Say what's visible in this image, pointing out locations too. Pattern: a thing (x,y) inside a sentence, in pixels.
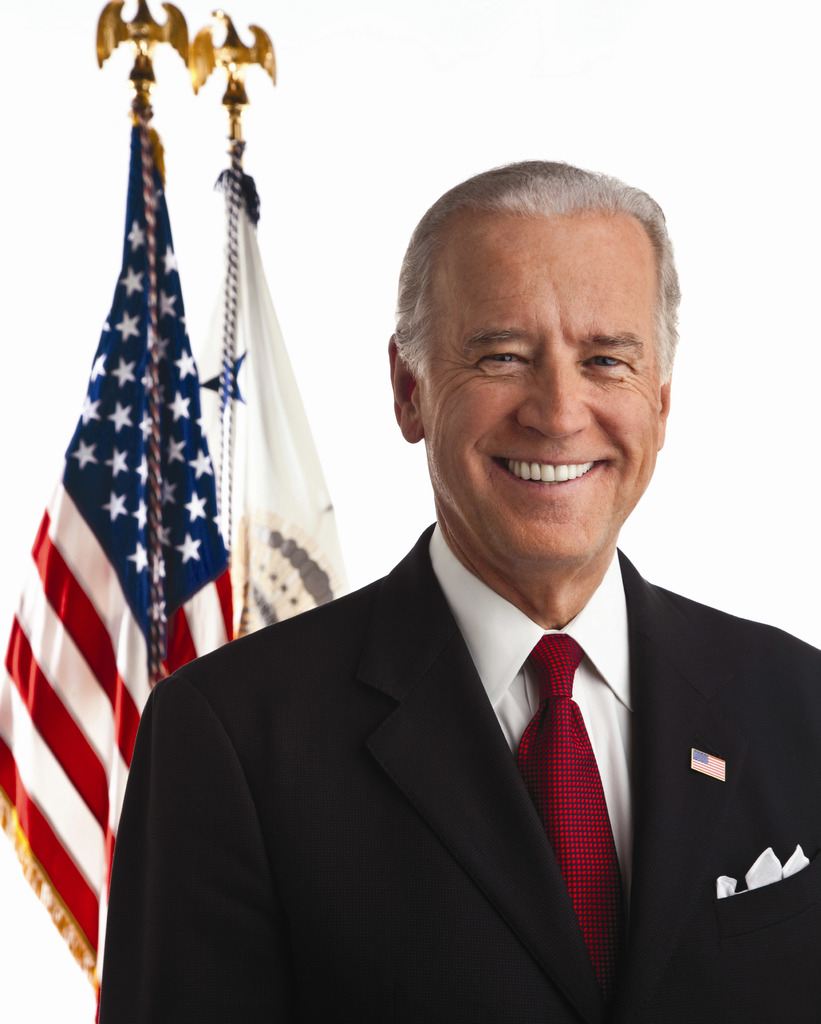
In this image in the front (526,605) there is a person (529,650) smiling. In the background (258,446) there are flags (209,405).
